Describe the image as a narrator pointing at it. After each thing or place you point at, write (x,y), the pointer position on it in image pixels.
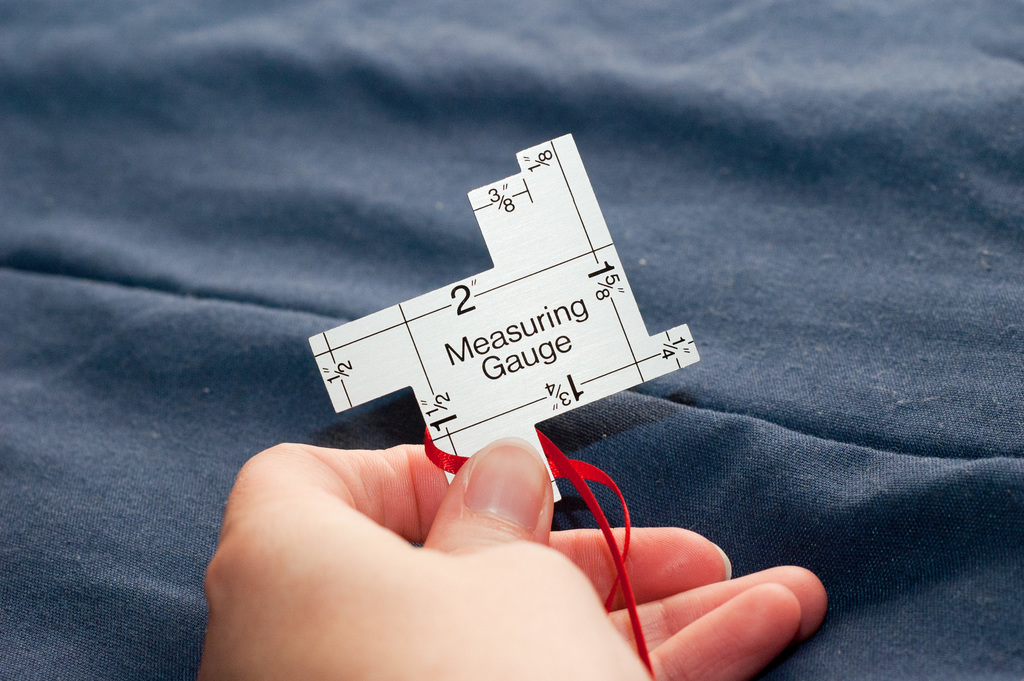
In this picture I can see a human hand (399,517) holding a metal measuring gauge (477,334) with some numbers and text (509,330).
